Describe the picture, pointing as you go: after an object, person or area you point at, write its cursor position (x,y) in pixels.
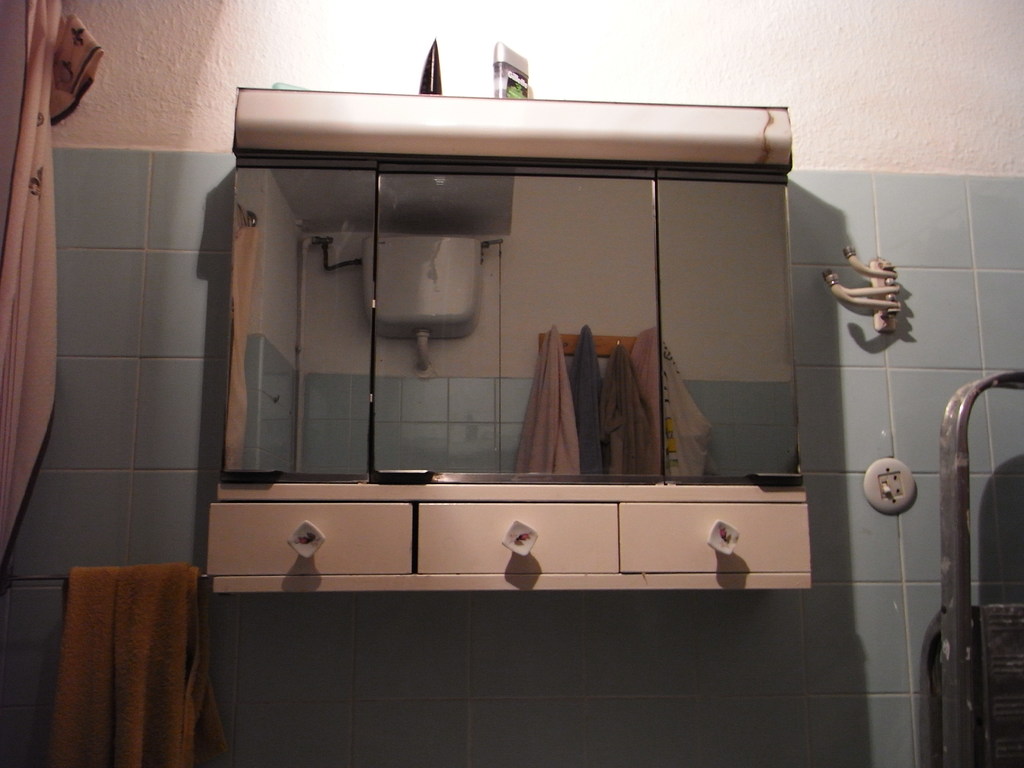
In this image there is a napkin (115,586) on the iron rod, mirror (582,386) and a cupboard (293,539) with three drawers (730,541) attached to the wall (187,242), there is a reflection (626,343) of clothes (580,383) hanged to the clothes hanger (602,343), flush tank (412,284).
